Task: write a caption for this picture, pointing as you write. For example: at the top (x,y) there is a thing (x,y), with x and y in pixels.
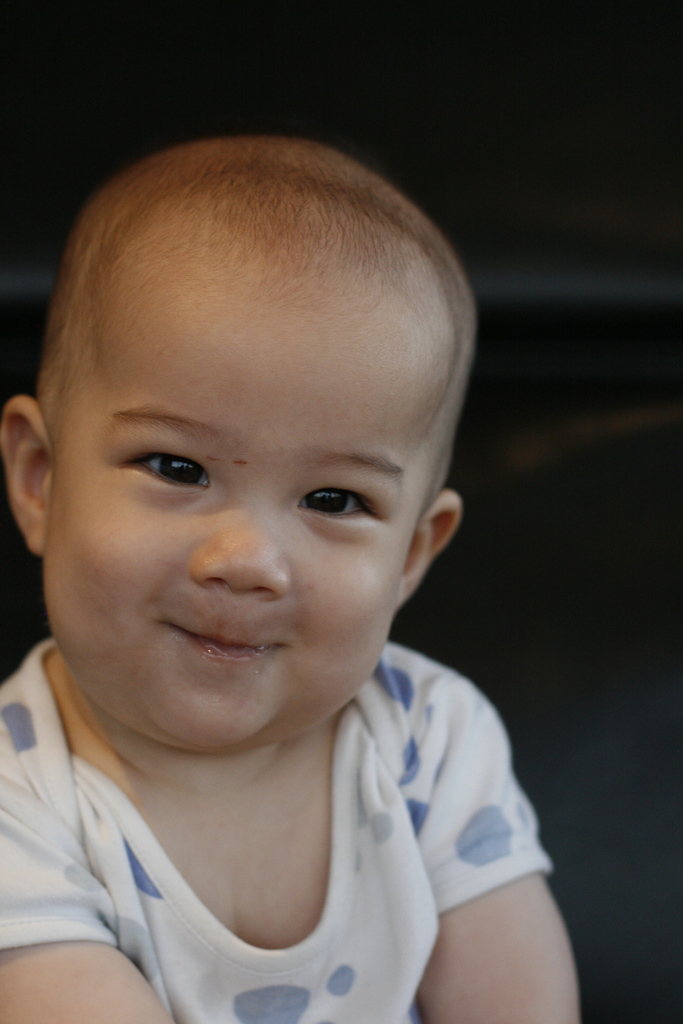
In this image we can see a baby (268,826).
